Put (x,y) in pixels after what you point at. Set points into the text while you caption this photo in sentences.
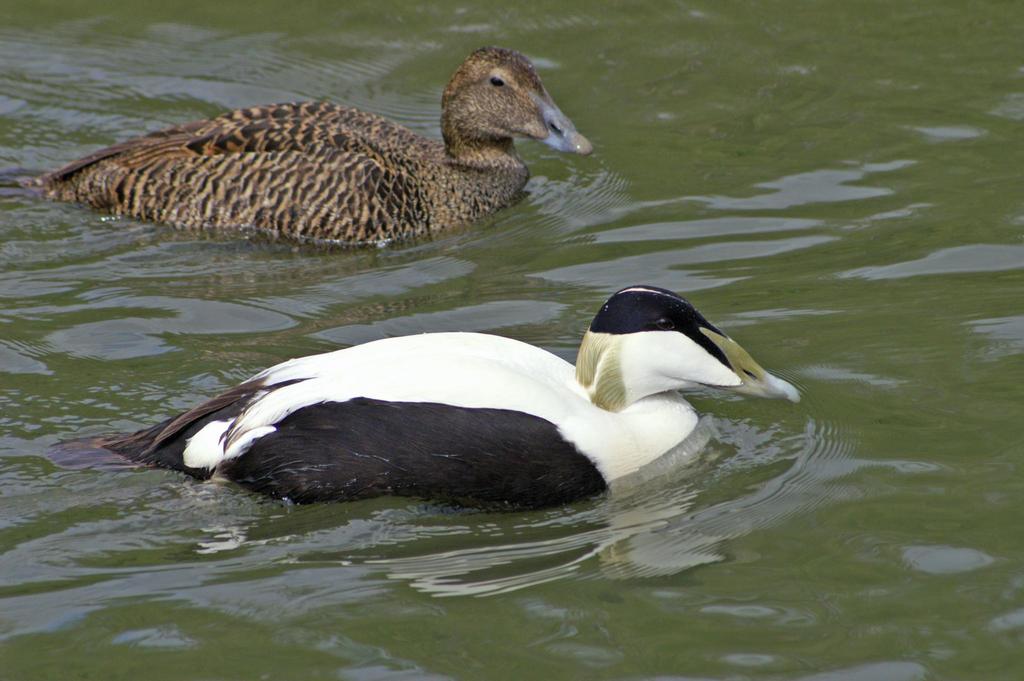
In the water body (294,29) there are two ducks (469,104). One duck (508,356) is black white in color other is brown in color.
